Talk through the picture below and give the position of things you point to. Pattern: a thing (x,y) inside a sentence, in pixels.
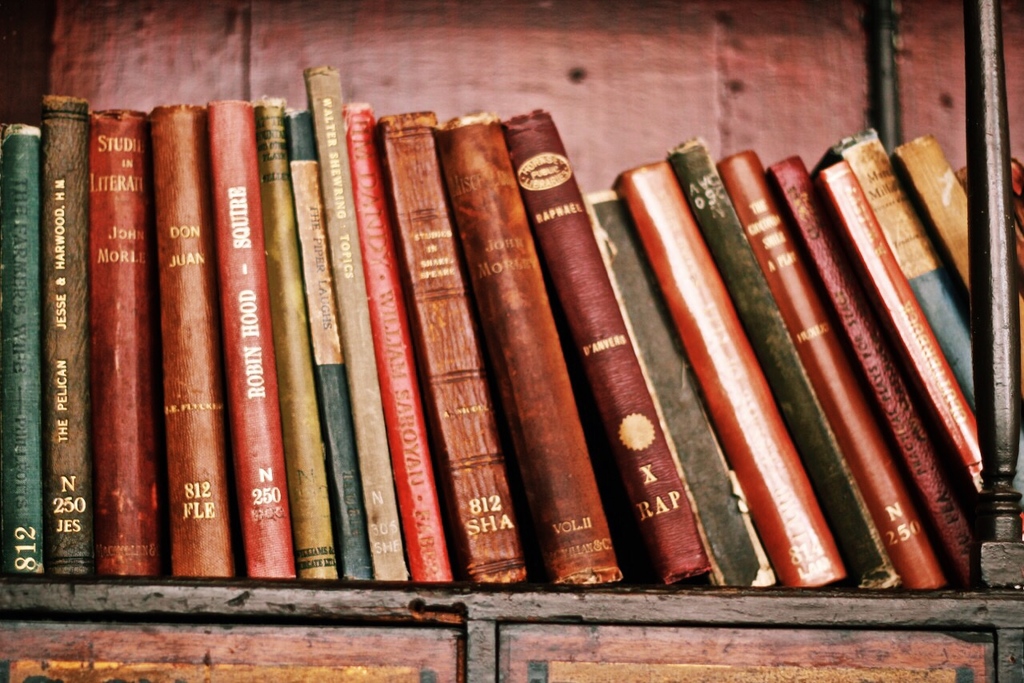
In this picture we can see books (755,469) on the rack (953,638).
